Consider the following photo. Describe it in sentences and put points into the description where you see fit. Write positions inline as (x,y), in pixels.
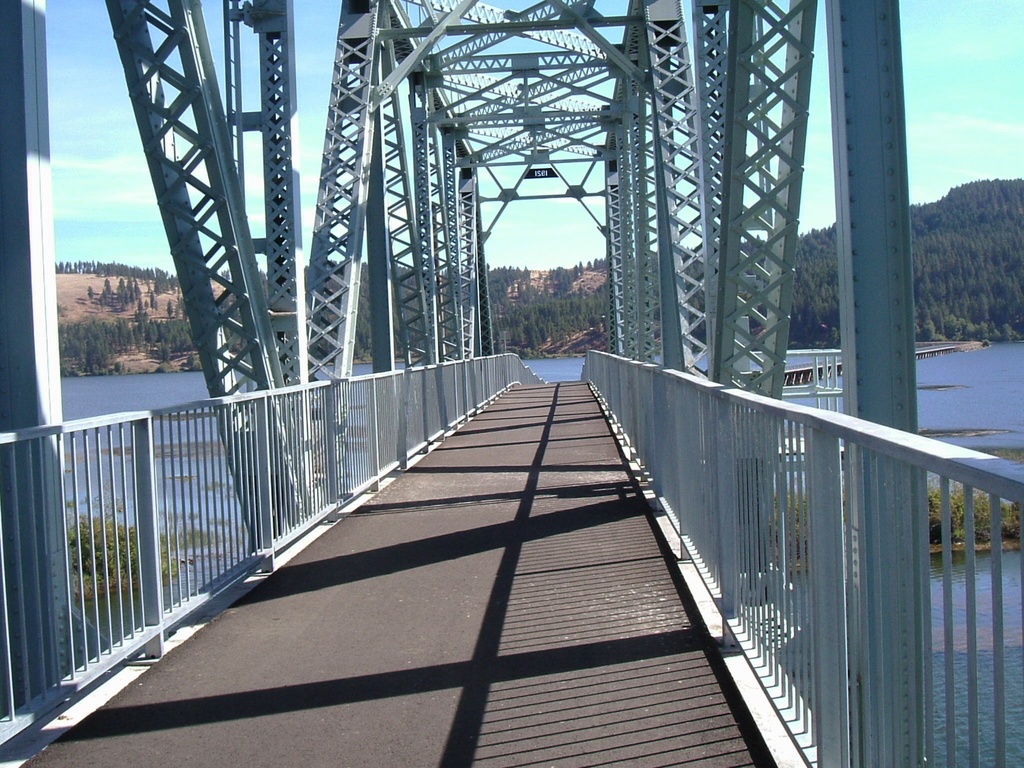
This is a bridge (562,403), these are trees (1012,289), this is water (75,413) and a sky (81,144).
